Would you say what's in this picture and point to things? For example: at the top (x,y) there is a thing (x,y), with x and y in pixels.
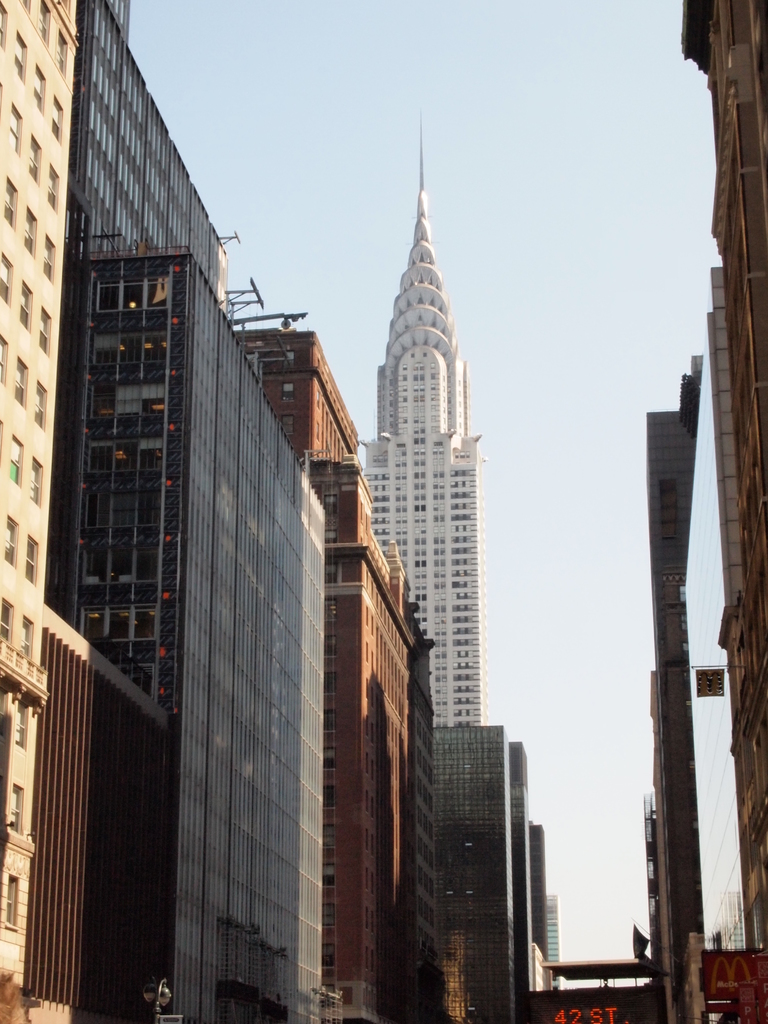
In this picture I can see number of buildings (370,479) in front (77,137) and in the background (404,241) I can see the clear sky (577,367).
